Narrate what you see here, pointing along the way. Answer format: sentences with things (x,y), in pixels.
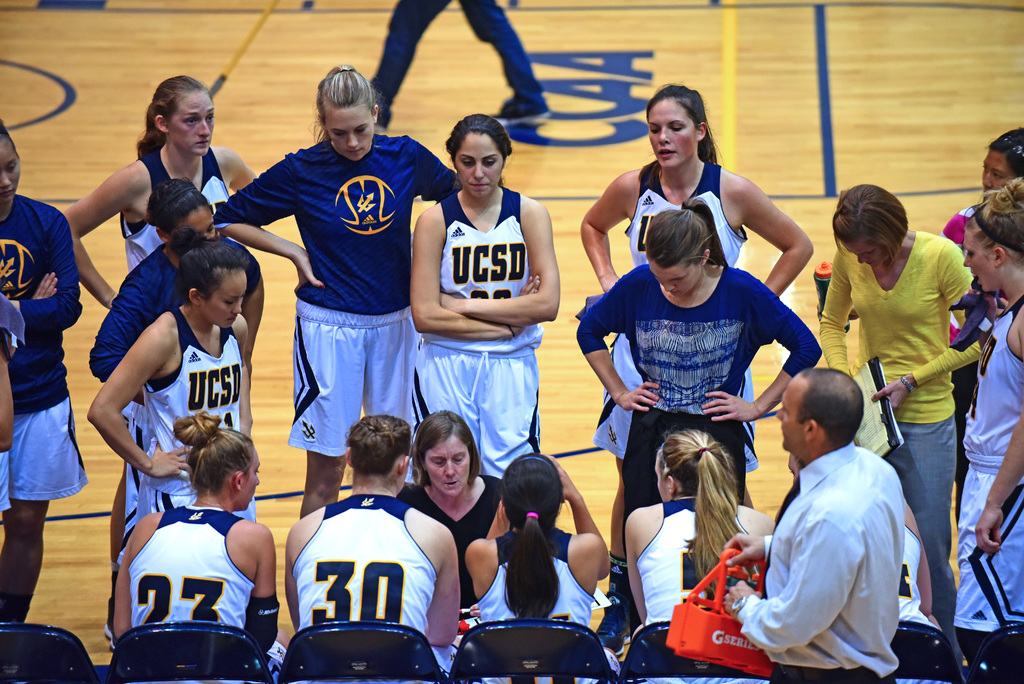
This image is taken indoors. In the background (825,121) there is a floor (577,76) and a man (477,31) is walking on the floor (226,94). At the bottom of the image (455,624) five women (675,534) are sitting on the chairs (363,643) and a man (819,570) is standing on the floor (941,224) and holding a bag (753,650) in his hands (735,590). In the middle of the image (435,321) a few women (199,345) are standing on the floor (93,475). On the right side of the image (952,292) three women (930,274) are standing on the floor (261,256).
